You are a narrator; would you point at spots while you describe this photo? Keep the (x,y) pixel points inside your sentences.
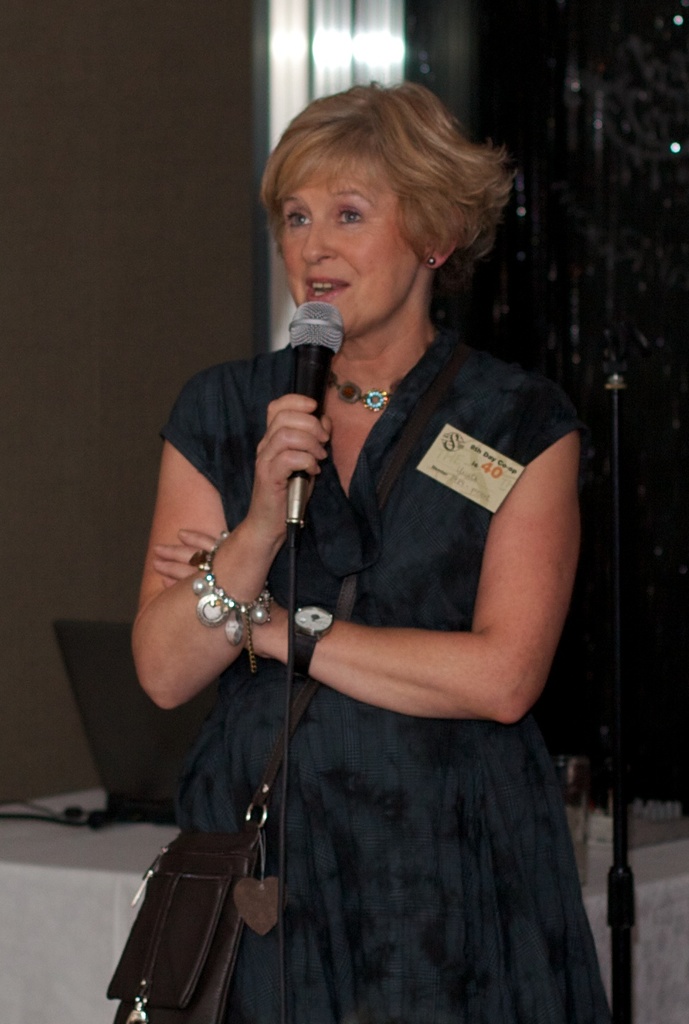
In the image we can see there is a woman (333,704) standing and she is holding mic (295,505) in her hand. Behind there is laptop (92,714) and glass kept on the table (11,805). Background of the image (21,771) is little blurred.
